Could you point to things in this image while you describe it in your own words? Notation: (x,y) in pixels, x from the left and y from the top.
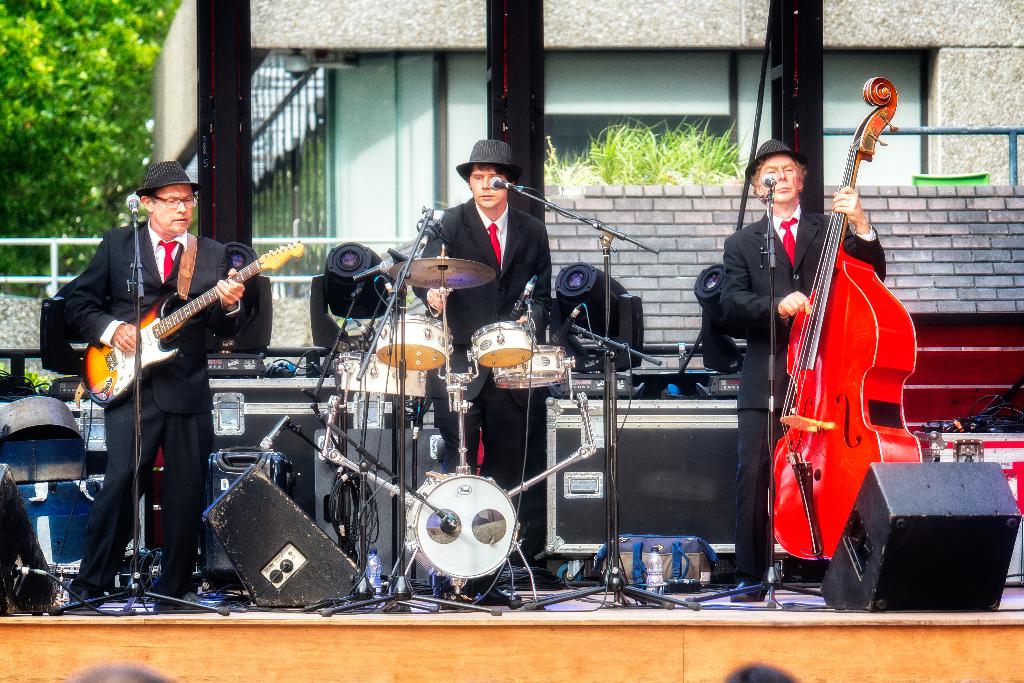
There are 3 men (162,249) on the stage (897,632) performing by playing musical instruments (824,471). In the background (563,153) there is a building (397,74), trees (60,87) and a pole (54,253).
